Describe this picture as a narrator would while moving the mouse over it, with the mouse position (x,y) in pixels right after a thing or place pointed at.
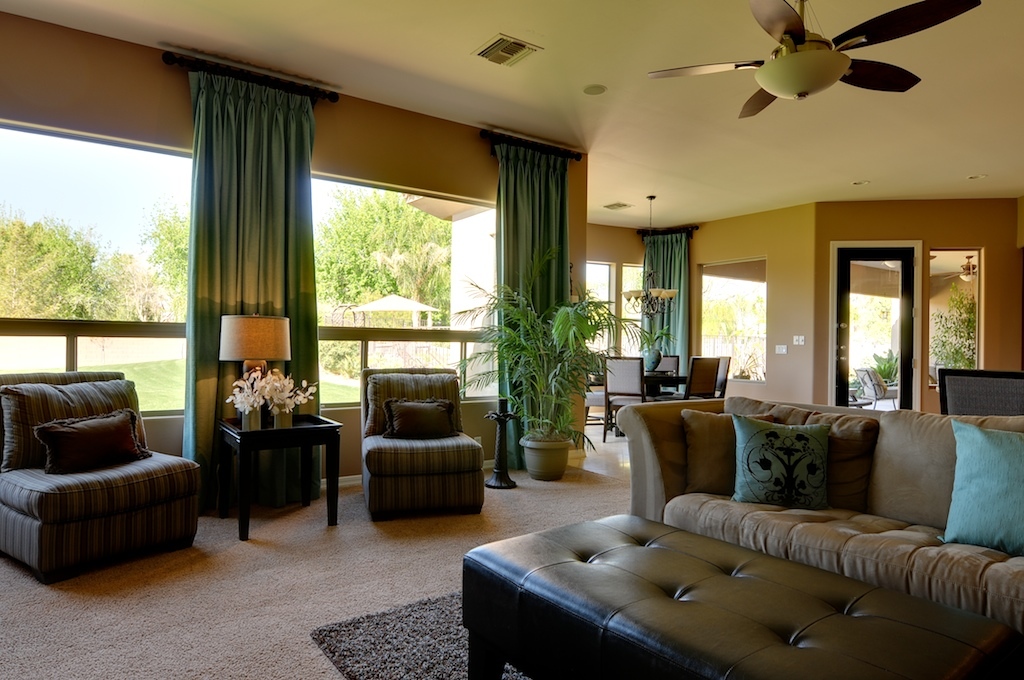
At the top (623,22) we can see ceiling (690,18) and fan (799,21). Here we can see door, windows (379,230) and curtains (653,268) in blue colour. Through glass door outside view is visible. We can see sky (365,191) and trees (407,217). This is floor (124,579) and carpet (575,492). Here we can see sofa (859,555) and chairs (380,484) with cushions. on the table (317,427) we can see flower vase (306,392). This is a houseplant (529,436).
